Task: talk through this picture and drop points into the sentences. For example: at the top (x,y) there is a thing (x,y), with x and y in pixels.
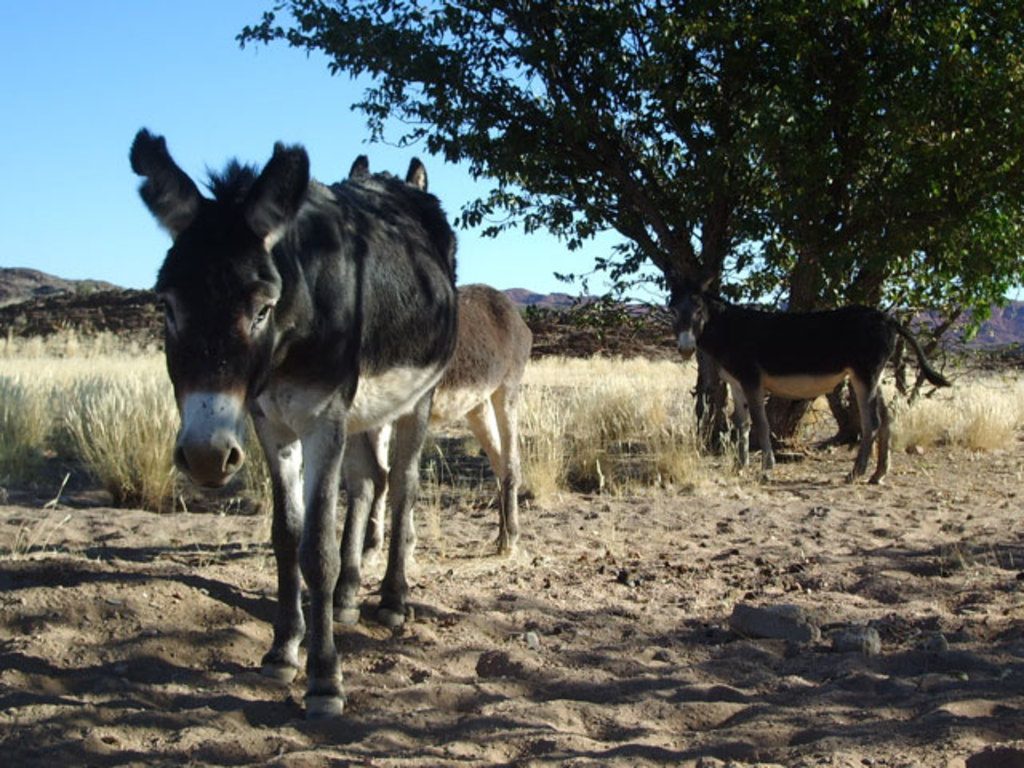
In this image we can see some donkeys (412,397) on the ground (426,575). We can also see some plants (594,431), a tree (780,419), the hills (527,302) and the sky (185,150) which looks clear.
